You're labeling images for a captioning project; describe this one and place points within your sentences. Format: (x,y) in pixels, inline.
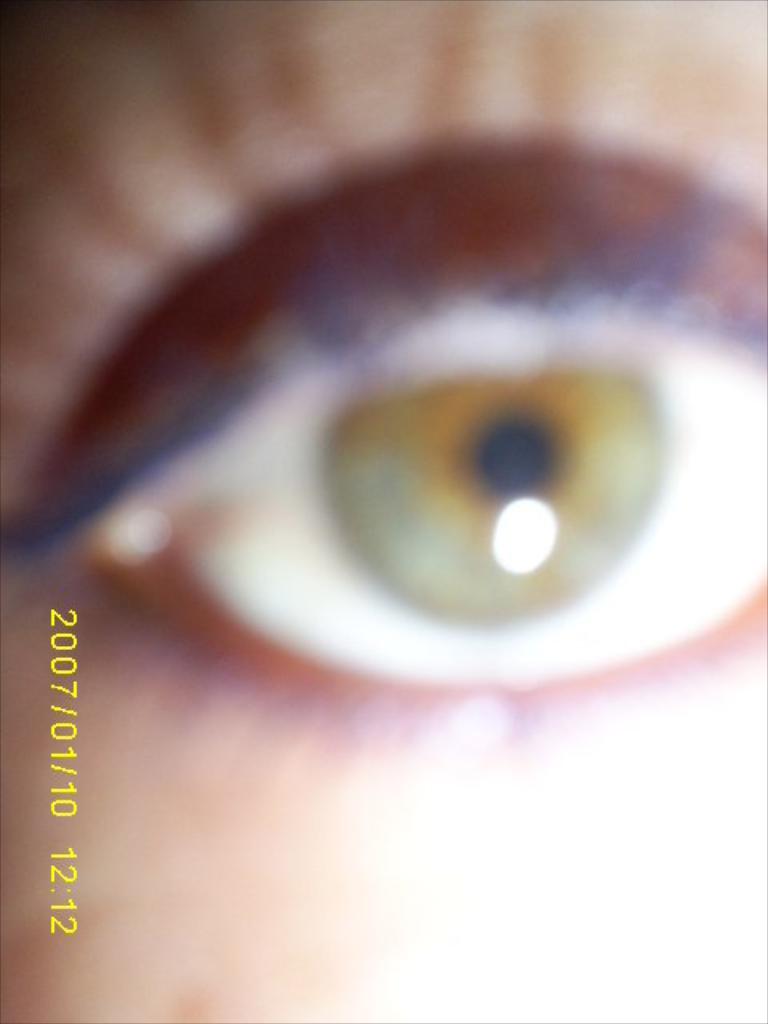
In the picture I can see a person's eye (480,602). I can also see a watermark (62,756) on the image.
